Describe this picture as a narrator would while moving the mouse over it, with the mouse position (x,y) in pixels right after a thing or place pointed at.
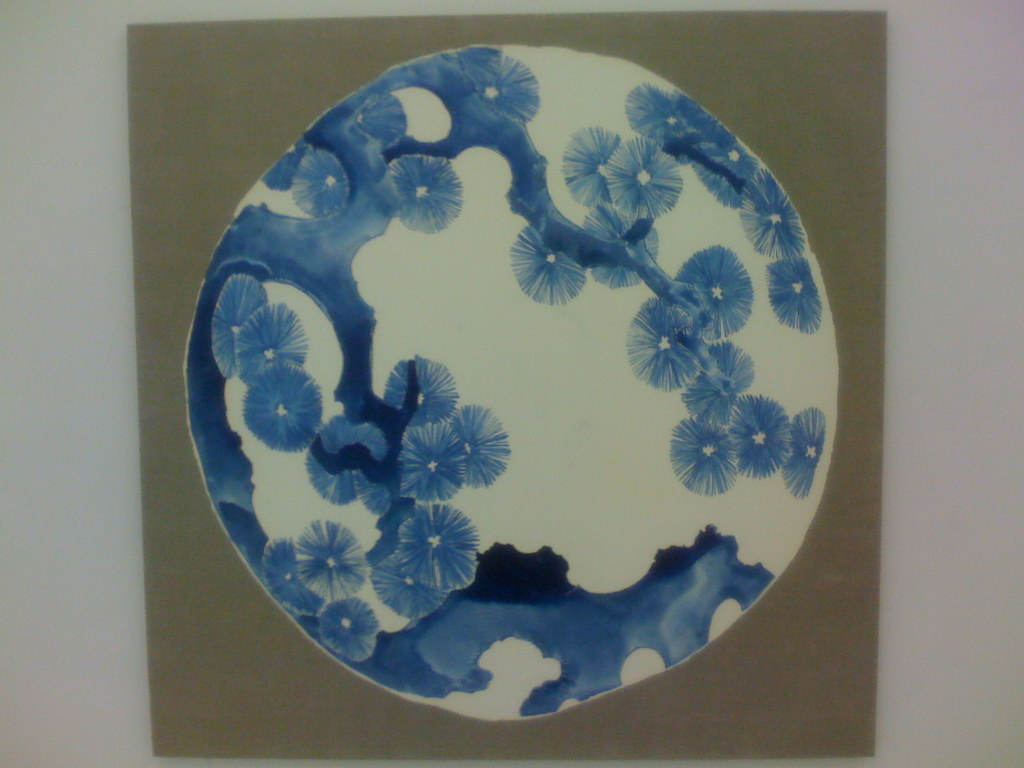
In this image we can see a plate (682,377) on the cardboard sheet (239,121).
